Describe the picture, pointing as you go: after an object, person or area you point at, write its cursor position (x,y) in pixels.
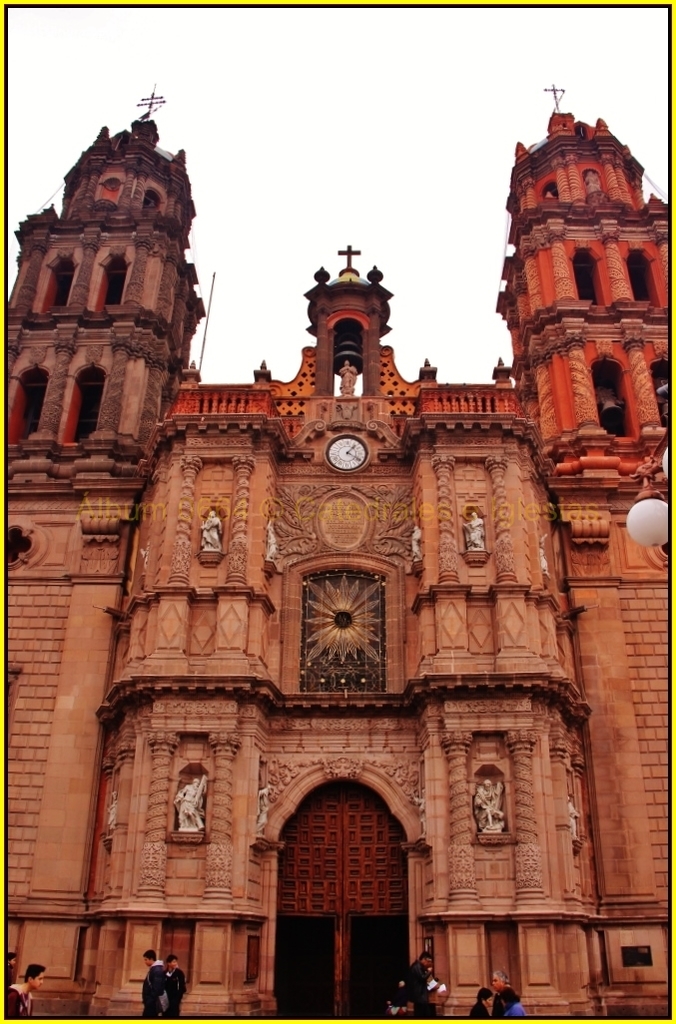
In this picture we can see a building (276,507), in front of building (270,1012) we can find group of people (150,1003), on the right side of the image (641,511) we can see lights (654,477), and also we can see a clock (347,461).
